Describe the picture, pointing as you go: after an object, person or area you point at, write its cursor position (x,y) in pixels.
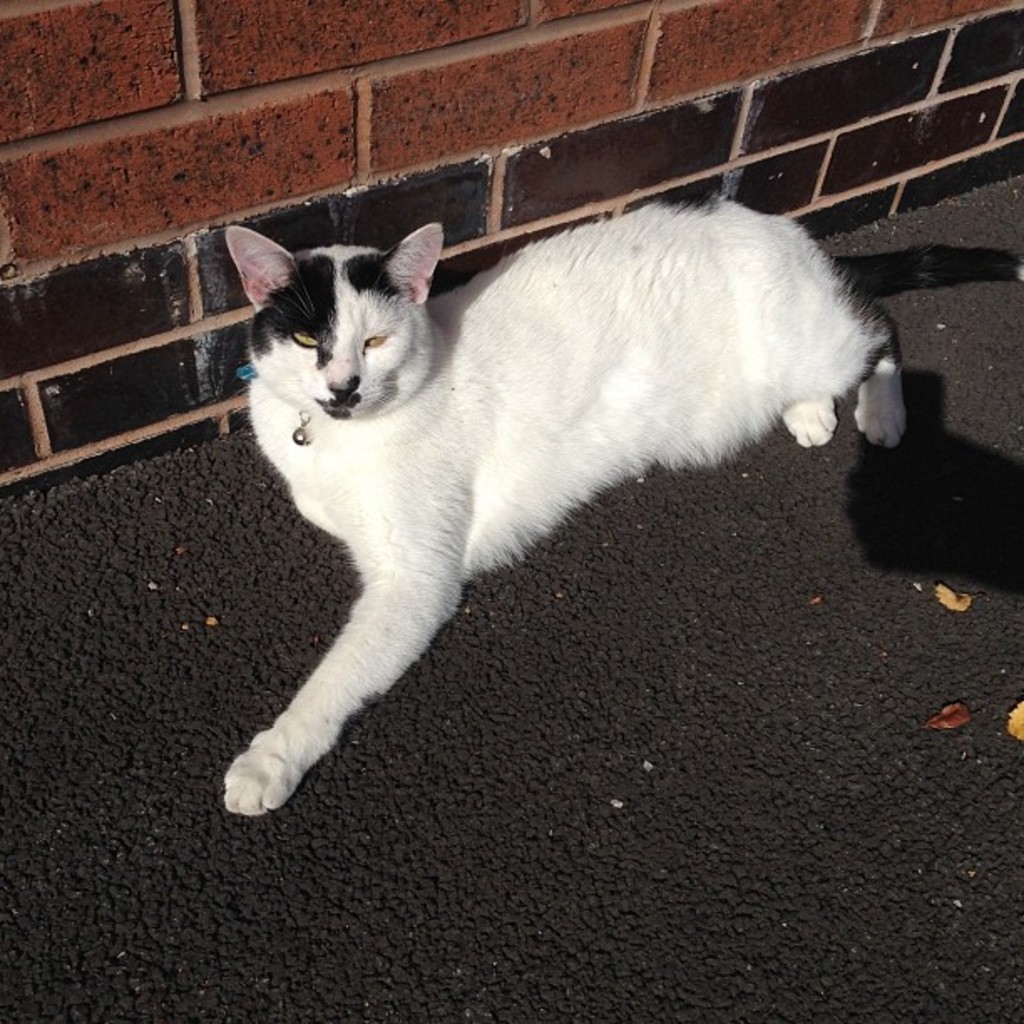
Beside this cat (531,321) there is a brick wall (58,219).
